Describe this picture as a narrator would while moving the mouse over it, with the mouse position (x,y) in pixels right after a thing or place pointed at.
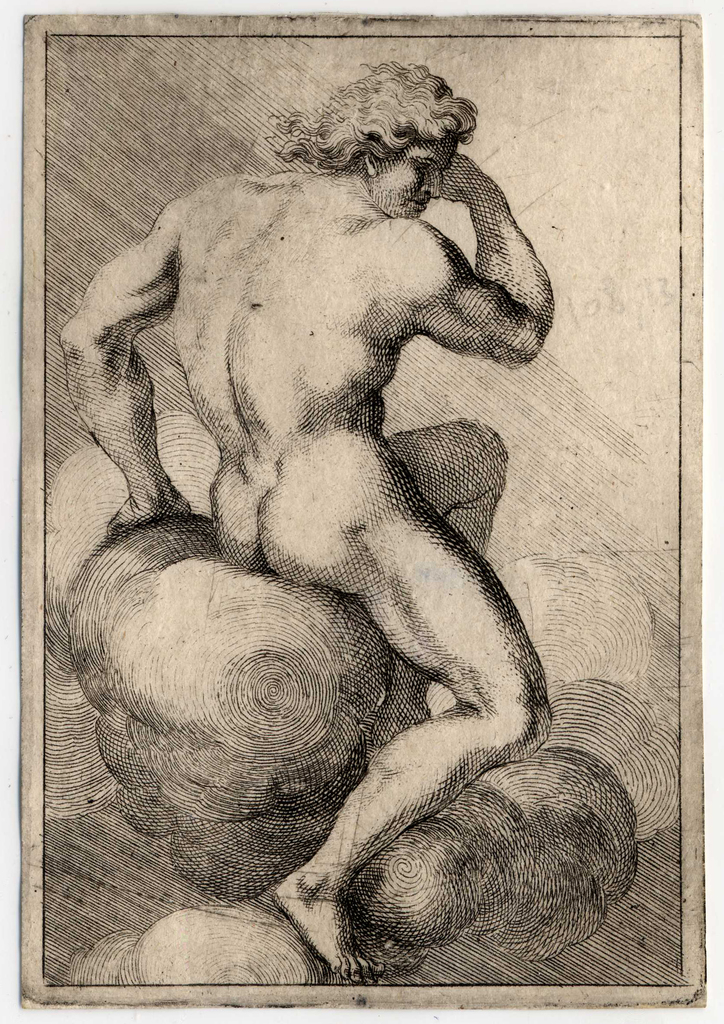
This is the picture of a poster (567,985) and we can see the black and white figure drawing (488,730) of a human (445,722).
